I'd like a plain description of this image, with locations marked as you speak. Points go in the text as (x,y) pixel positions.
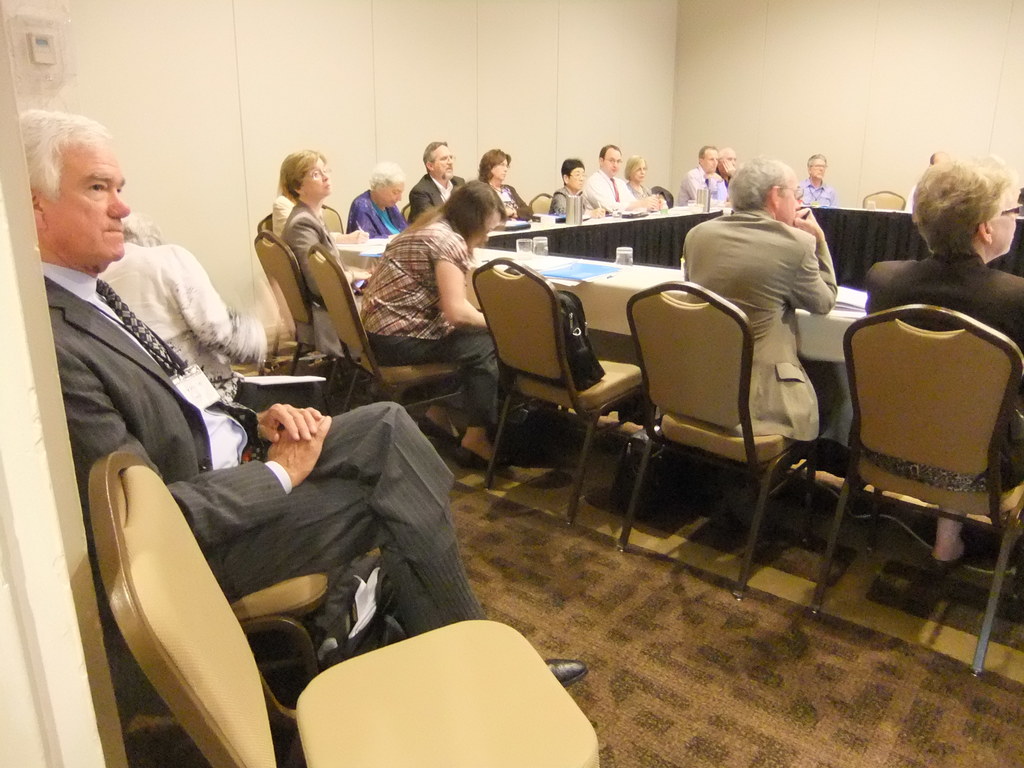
Some people (502,181) are sitting in chairs (712,372) at a table (591,217) and there are few people (185,316) beside them.
